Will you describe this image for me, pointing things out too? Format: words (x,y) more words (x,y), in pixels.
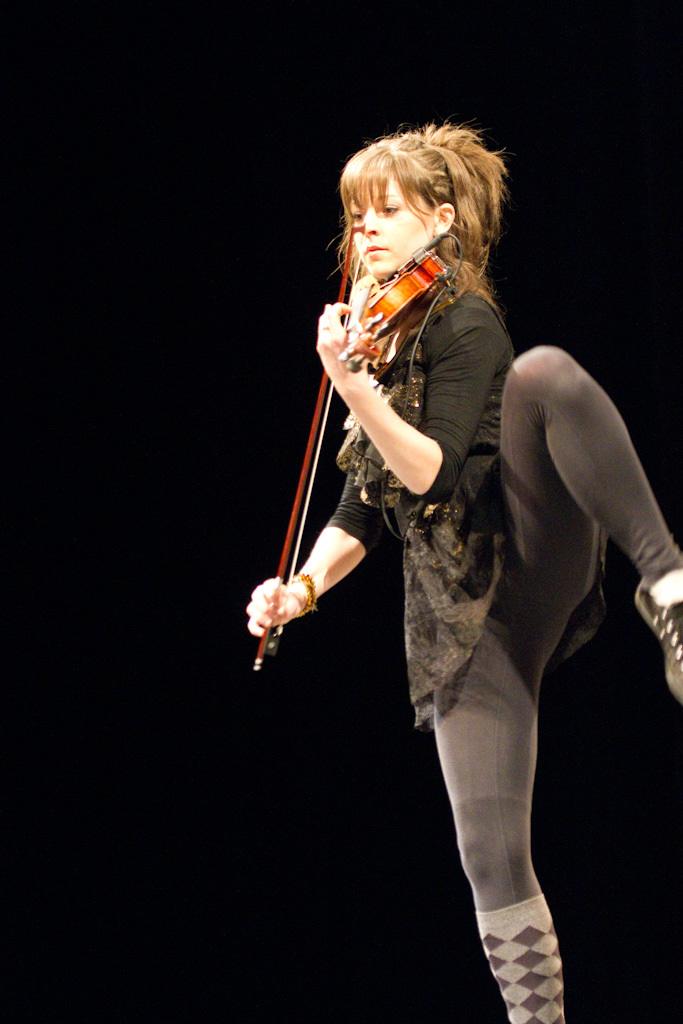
In this picture we see a woman (518,765) standing on one leg (535,874) and playing a violin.
